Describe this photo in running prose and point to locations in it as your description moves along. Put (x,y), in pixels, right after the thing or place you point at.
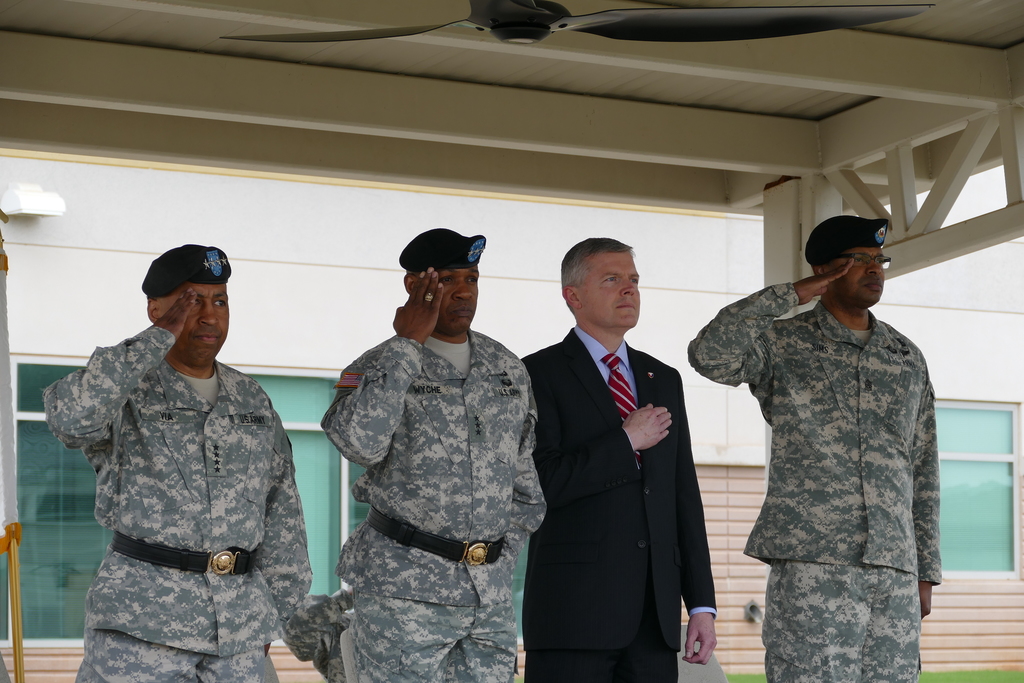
In the picture I can see 4 men (645,373) are standing among them three men (349,440) are wearing uniforms (427,390) and hats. This man (609,332) is wearing a shirt (630,383), a tie (613,388) and a suit (608,483). In the background (467,223) I can see a wall (379,251).
